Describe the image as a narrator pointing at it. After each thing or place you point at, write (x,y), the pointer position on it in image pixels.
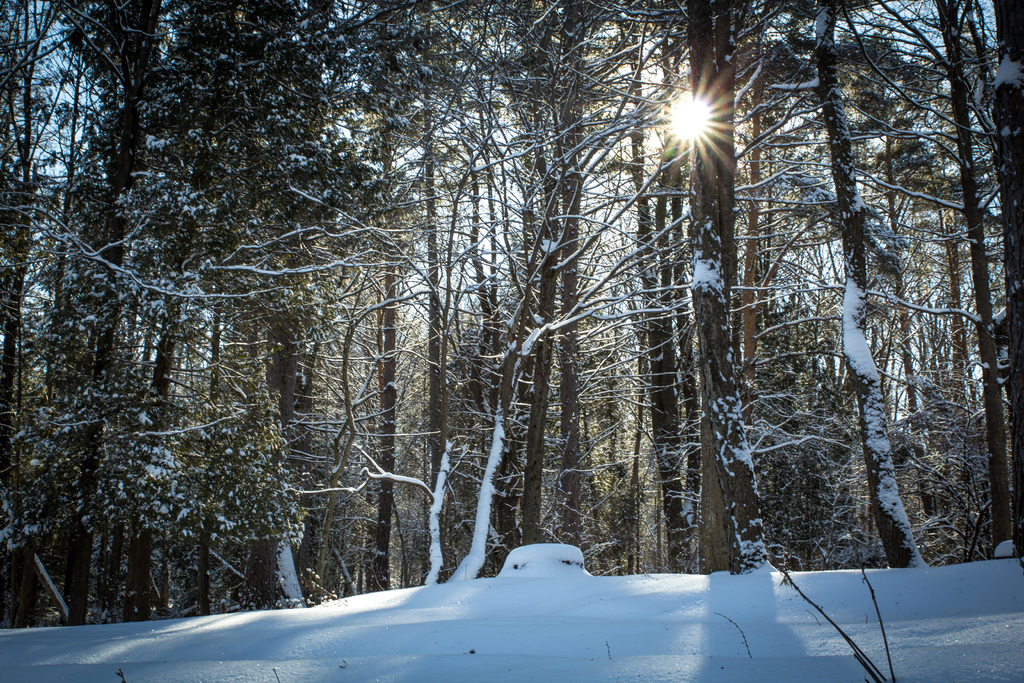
In this image we can see the trees (703,256) and also the snow (453,591). We can also see the sun (683,105).
